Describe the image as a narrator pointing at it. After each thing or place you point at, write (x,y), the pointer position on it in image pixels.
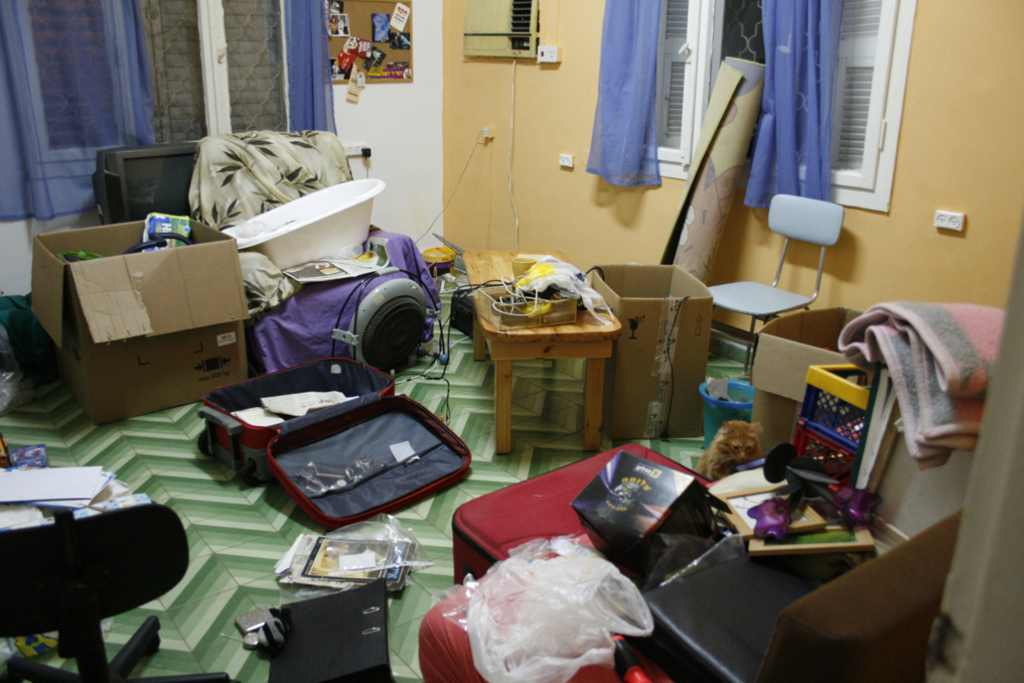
There are suitcases (416,448), chairs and other objects (610,462) in the foreground area of the image (486,486), there are cardboard boxes (214,278), an equipment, windows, it seems like photographs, curtains (122,0), a mat (713,142) and other objects (467,43) in the background (330,266).
